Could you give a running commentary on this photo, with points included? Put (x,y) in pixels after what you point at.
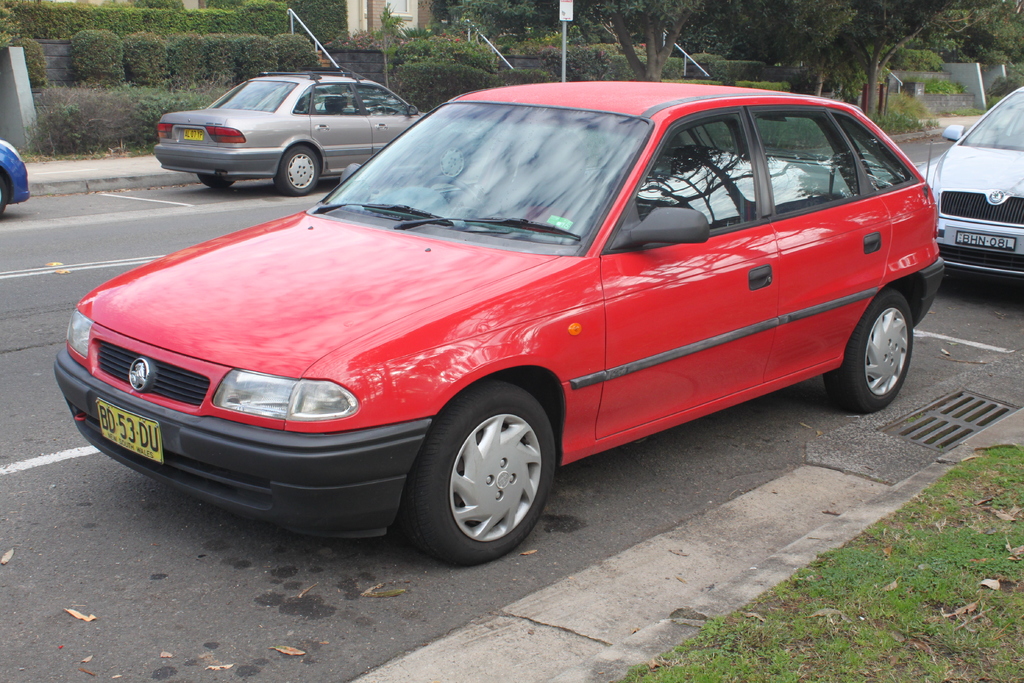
In this picture we can see a red car (255,400) on the road (690,432). We can also see other vehicles (354,107) on the road (107,198).
